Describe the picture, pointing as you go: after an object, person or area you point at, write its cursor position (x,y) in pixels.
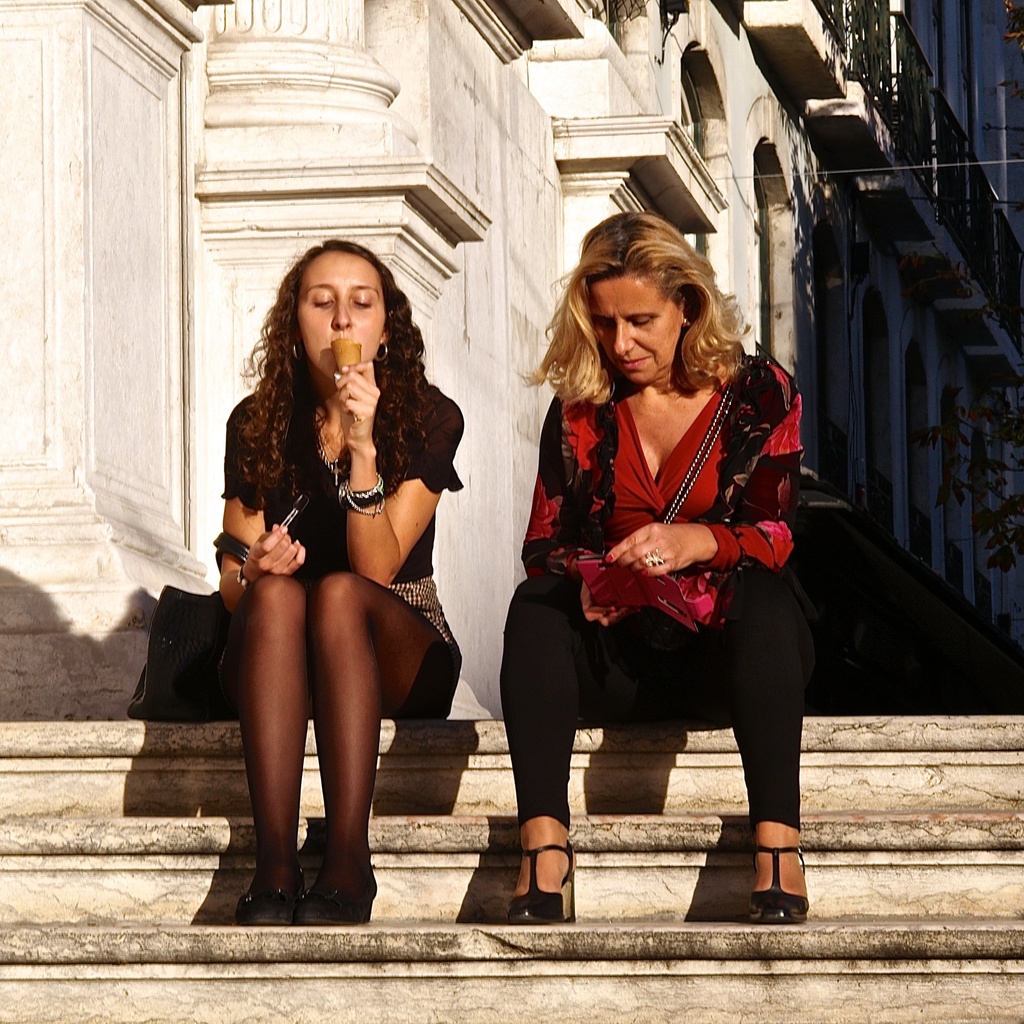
In this picture we can see 2 women (529,916) sitting on the stairs (447,765) in front of a building (447,321).
